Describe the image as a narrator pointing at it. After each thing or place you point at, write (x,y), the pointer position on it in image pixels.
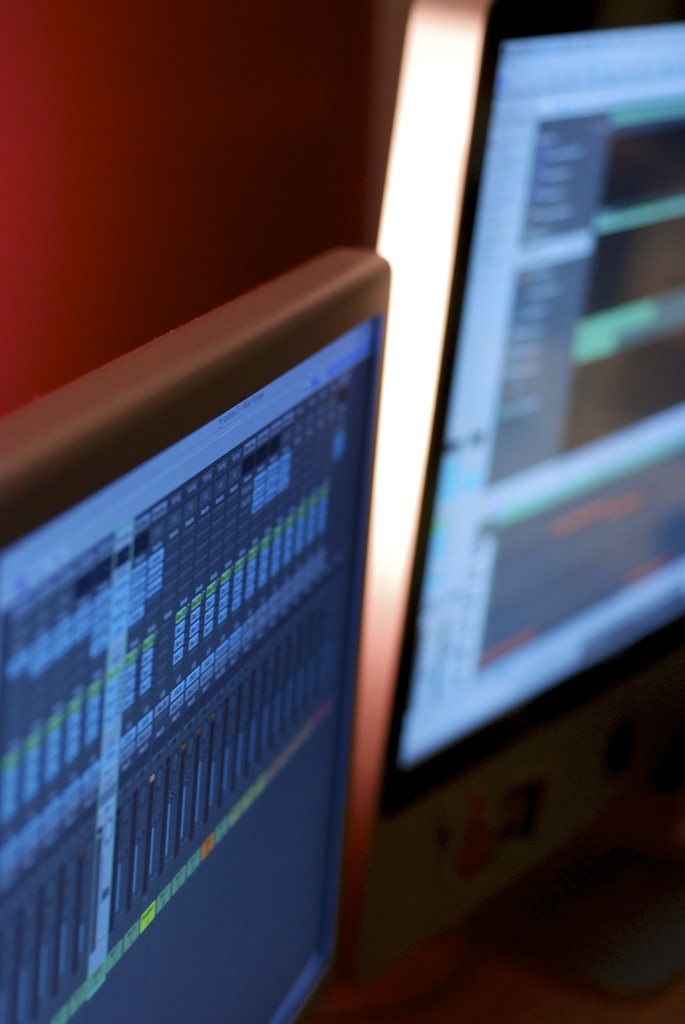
This is a zoomed in picture. In the center (301,382) we can see the monitors (508,150) and we can see the text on the display (489,426) of the monitors (426,464). In the background (149,184) there is an object (182,95) seems to be the wall (151,128).
